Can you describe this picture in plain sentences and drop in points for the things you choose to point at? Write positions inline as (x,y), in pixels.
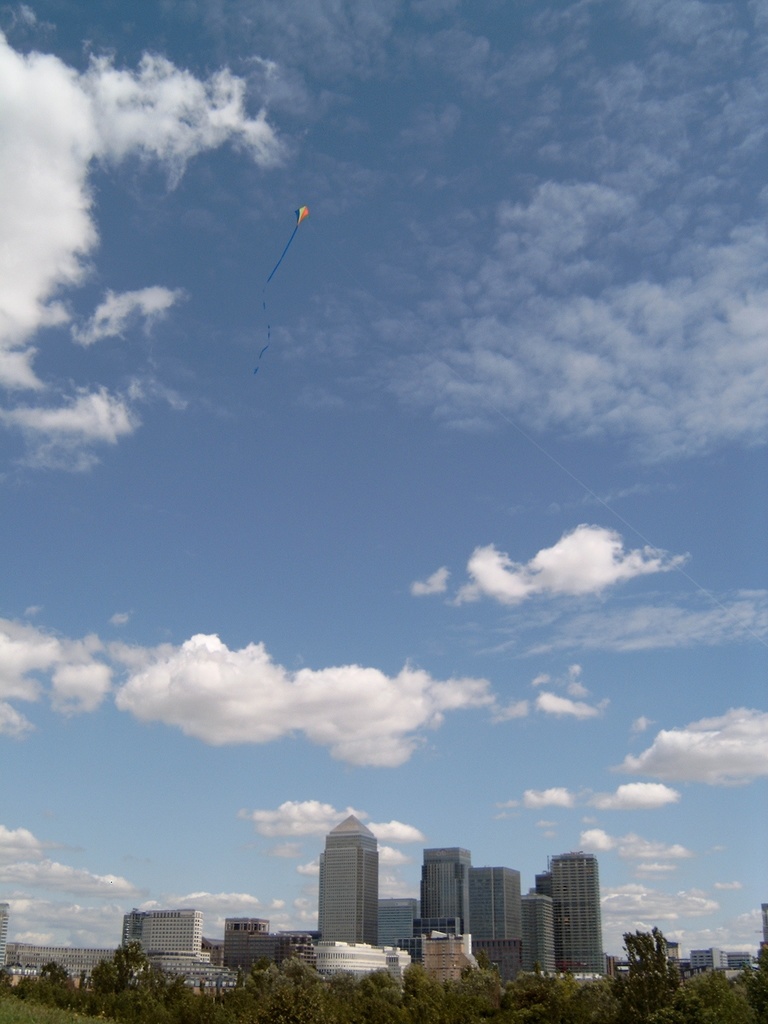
In this image we can see trees (296,964) and buildings (350,937) at the bottom (357,943). In the background (310,622) there is sky (353,582) with clouds (439,579). Also there is a kite (304,209) flying in the air (241,242).
